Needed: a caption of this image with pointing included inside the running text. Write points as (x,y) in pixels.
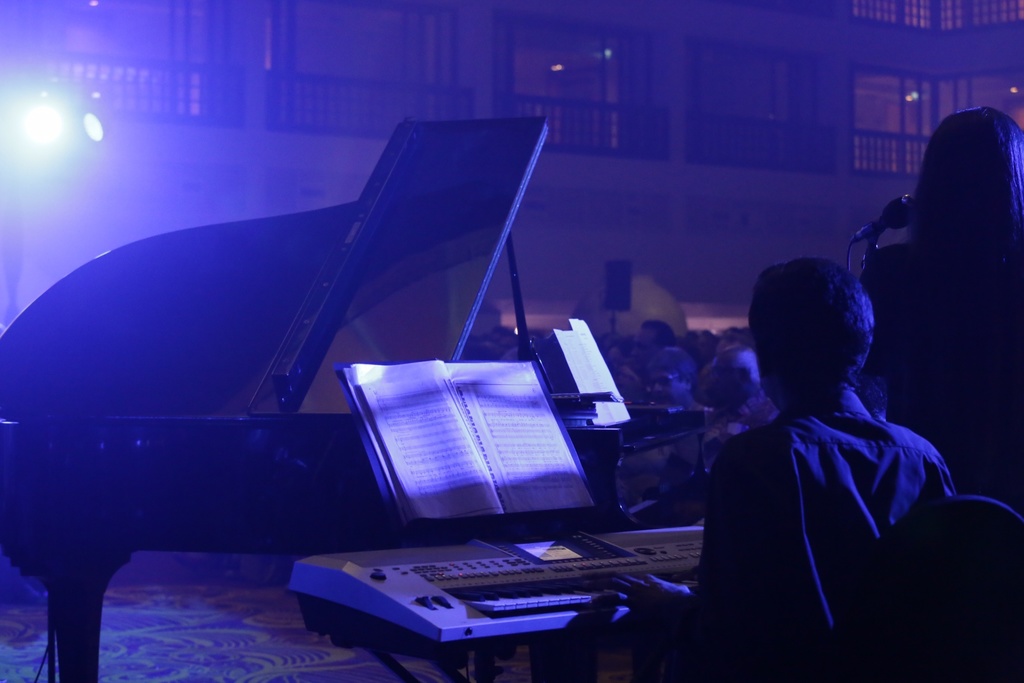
This woman (951,219) is standing in-front of mic (898,214). This man (799,395) is playing piano keyboard (536,586). In-front of this piano keyboard (515,561) there is a book (539,448). These are audience (684,363).
